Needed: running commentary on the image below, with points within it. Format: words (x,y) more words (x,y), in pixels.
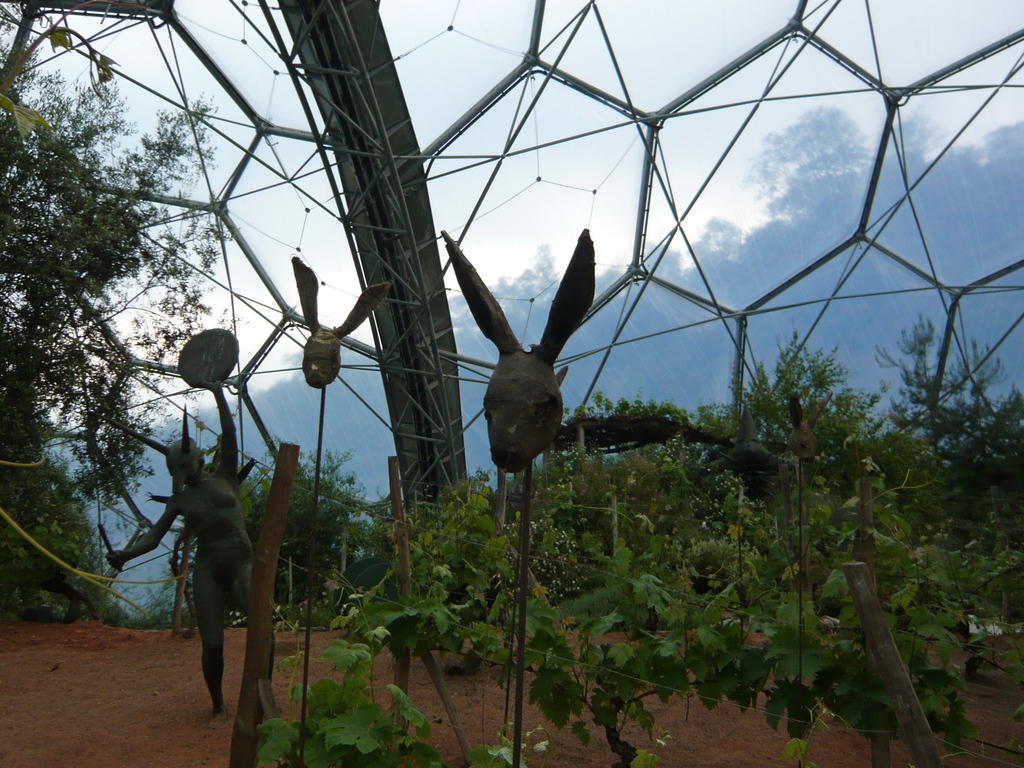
In the foreground of this image (280,509) we can see some statues (326,386), group of wooden poles (506,714), fence (487,684), group of plants (580,650). In the background (968,529), we can see a group of trees (6,396), metal frames (427,252) and the cloudy sky (756,217).
